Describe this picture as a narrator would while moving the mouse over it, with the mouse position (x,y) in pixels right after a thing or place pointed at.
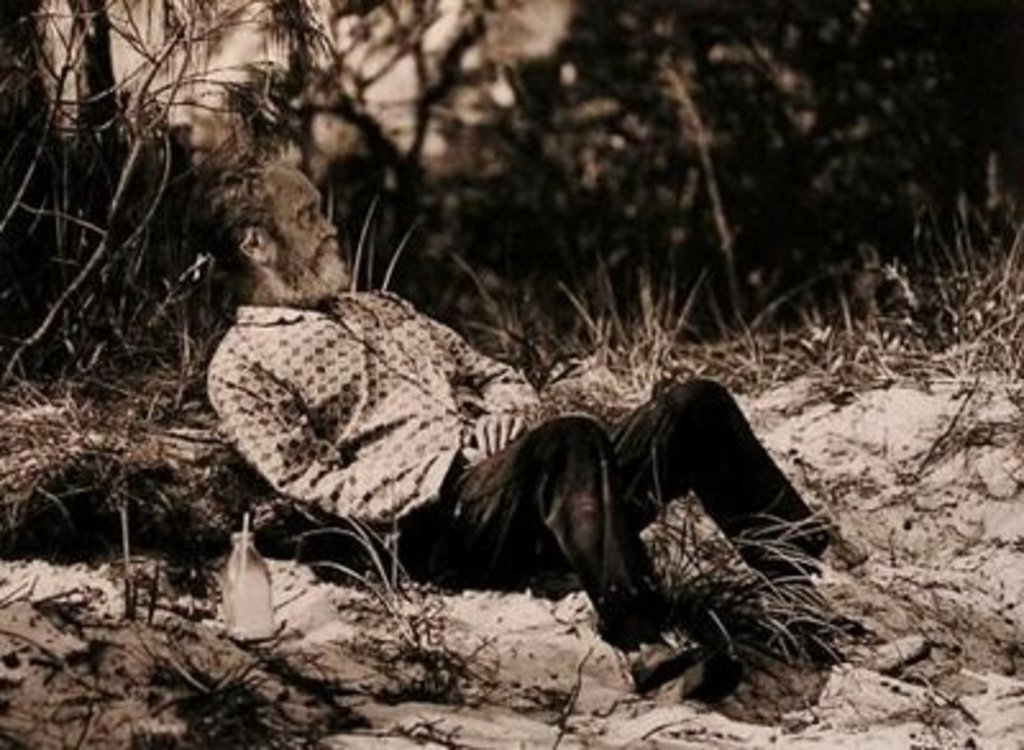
This is a black and white image. In this image we can see a person (491,489) lying on the ground (337,667) and a bottle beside him. We can also see some plants (798,551), a group of trees (607,211) and the sky (214,100).
